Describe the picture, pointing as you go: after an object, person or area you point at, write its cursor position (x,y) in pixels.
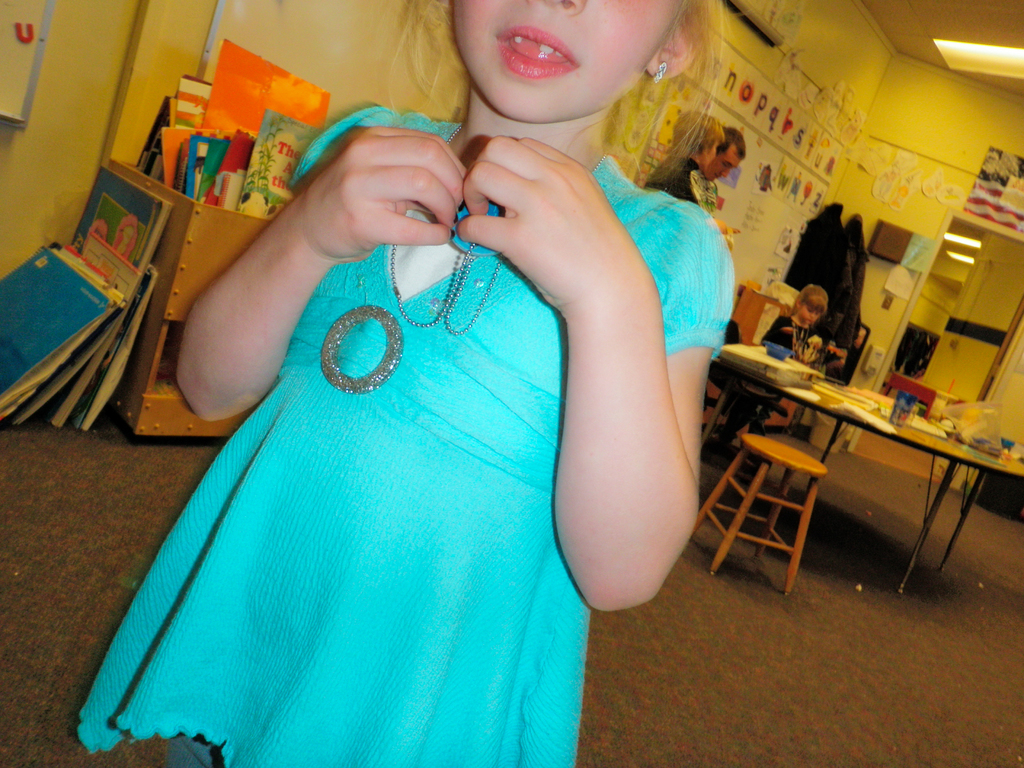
This picture shows a girl (707,49) standing and we see two people (707,210) standing on the back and a girl (820,294) seated on the chair (847,337) and we see few papers (868,414) on the table (962,451) and we see a bookshelf (133,403).
